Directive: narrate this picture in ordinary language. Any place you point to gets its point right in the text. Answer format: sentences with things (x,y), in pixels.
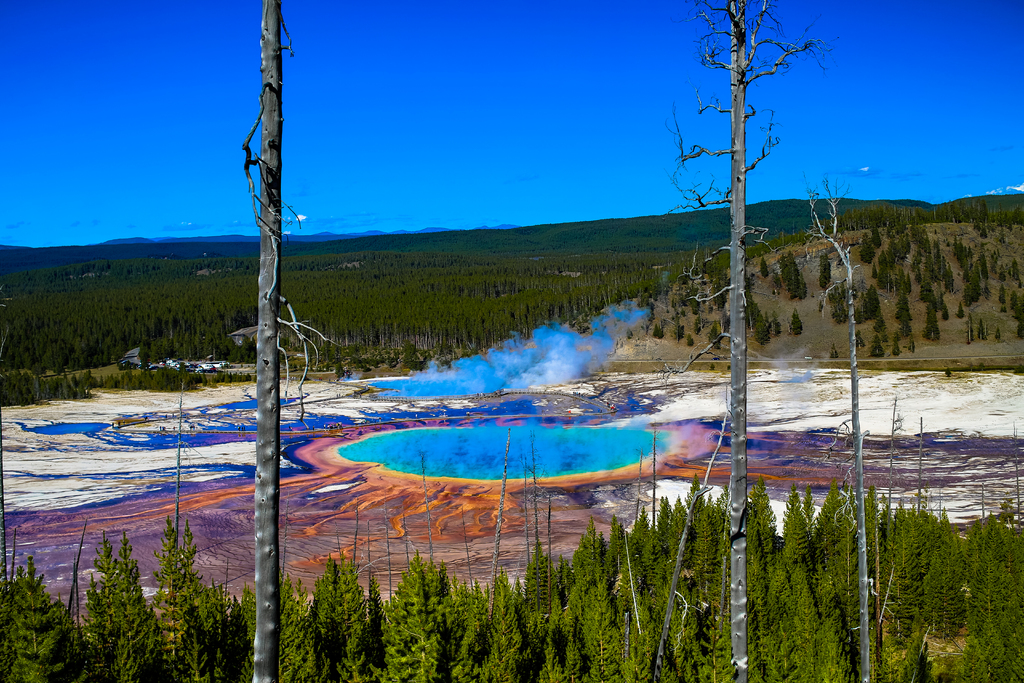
In this image I can see number of trees (922,652), blue colour smoke (491,349) and in background (357,150) I can see the sky (430,111).
